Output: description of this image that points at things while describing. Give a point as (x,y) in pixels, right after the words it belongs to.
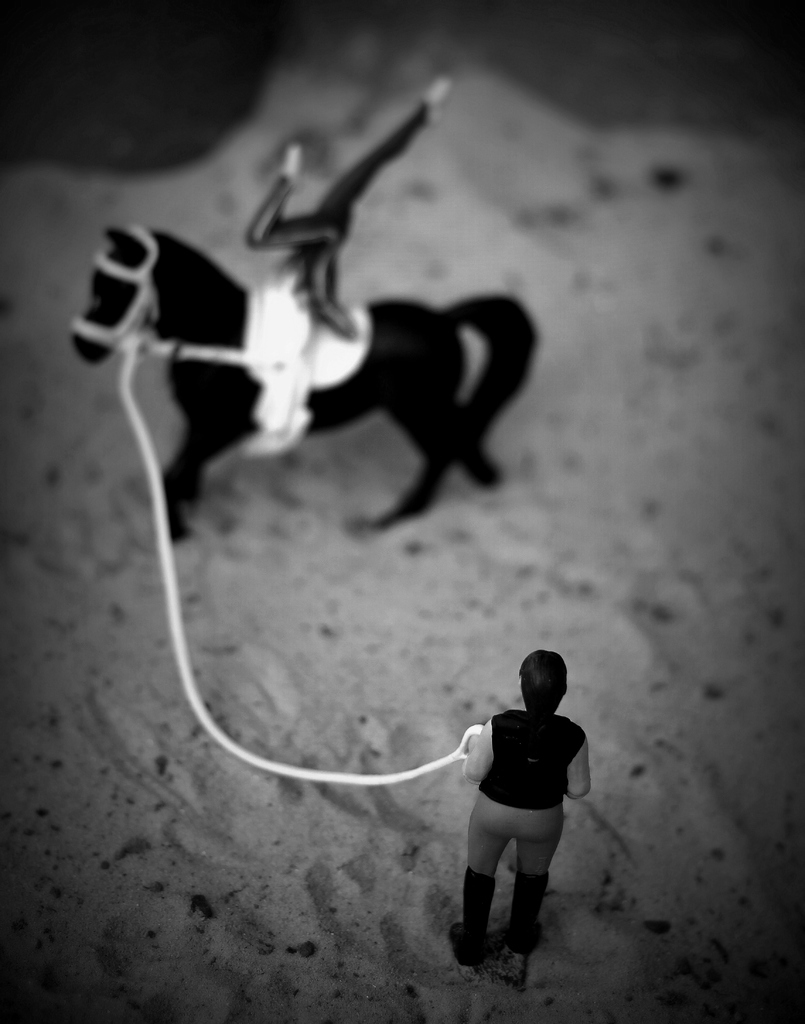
As we can see in the image there is sand (418,542), black color toy horse (390,388) and toy woman (522,770) holding a rope (443,761).
